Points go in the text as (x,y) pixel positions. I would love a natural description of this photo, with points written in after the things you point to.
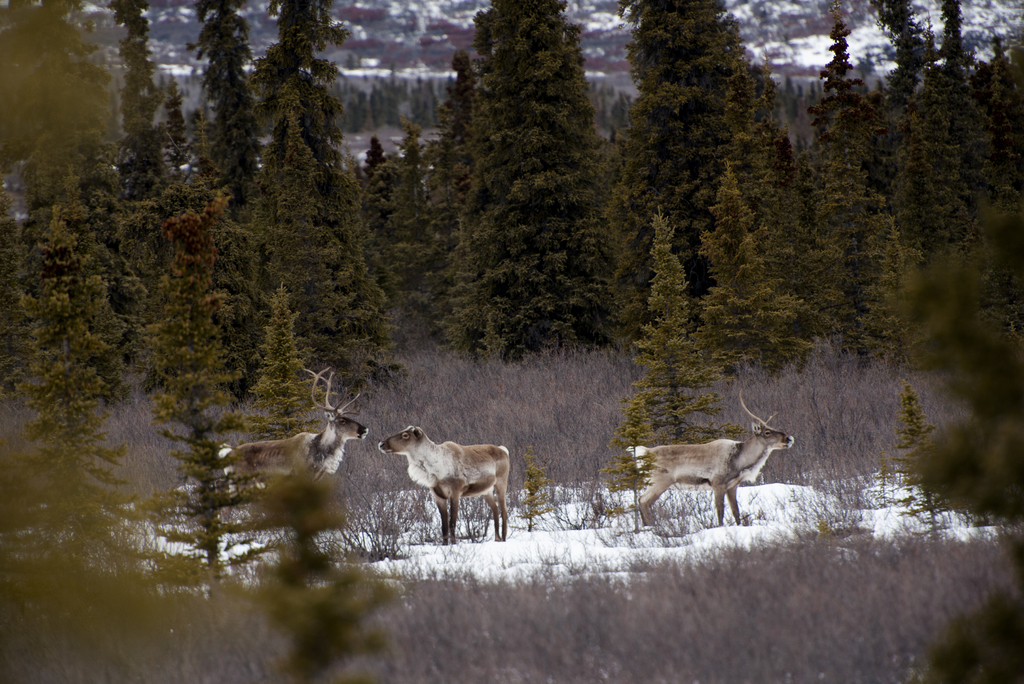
In this image we can see three animals (749,468) on the ground (273,496), some snow (491,542) on the ground (248,607) near the animals (283,473), some trees (838,156) and grass (972,577) on the ground (554,395). There are some white objects (367,129) on the ground (347,146) looks like snow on the top of the image (1015,22).
